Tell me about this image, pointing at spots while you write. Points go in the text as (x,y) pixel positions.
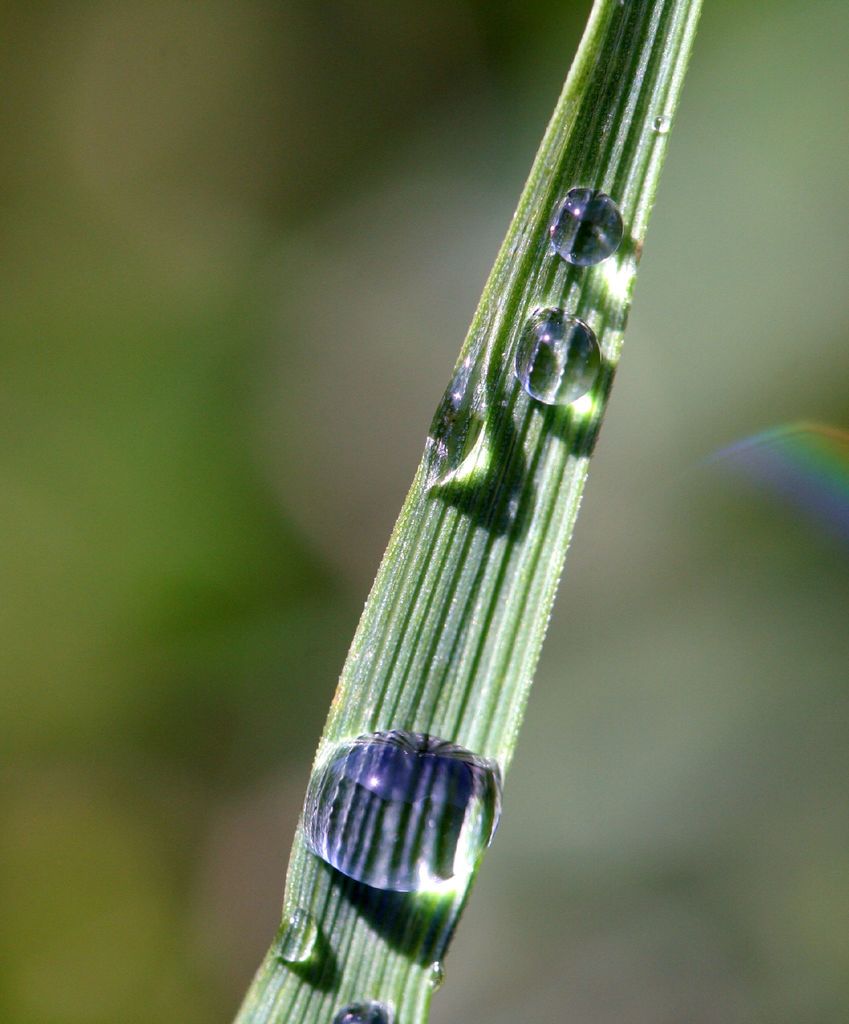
In this image we can see some droplets (454,806) of water (472,785) on a leaf (498,675).
